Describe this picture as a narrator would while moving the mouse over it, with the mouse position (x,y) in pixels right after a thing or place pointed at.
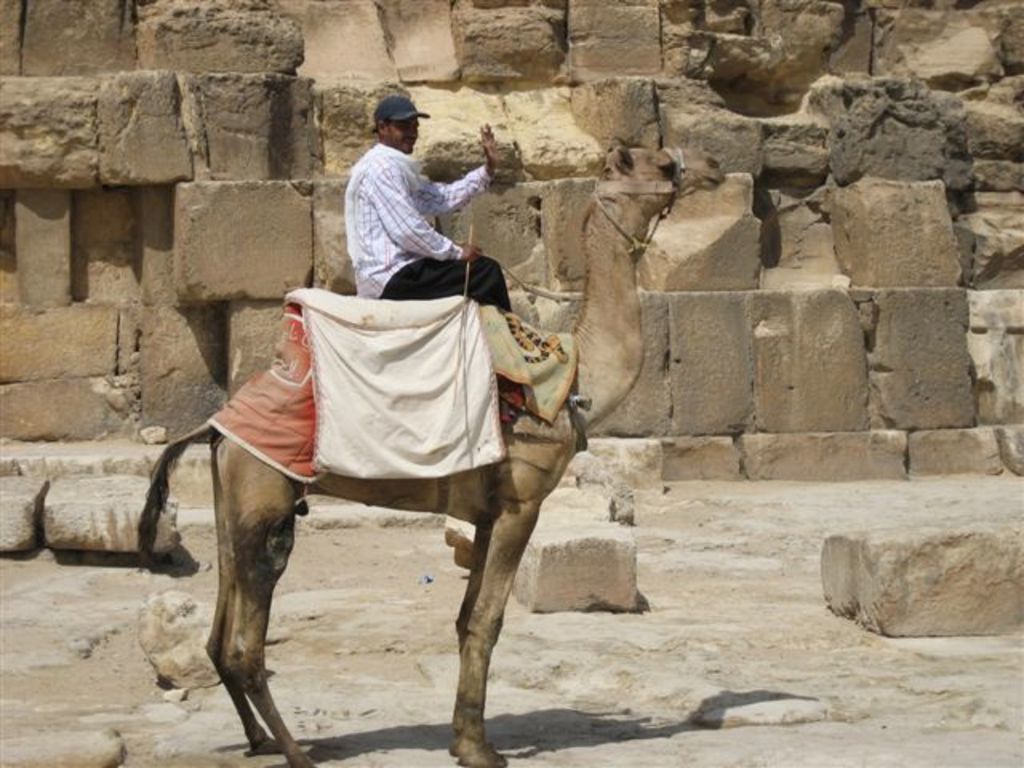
There is a person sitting on a camel (485,497) in the foreground of the image (536,353) and there are stones (986,547) and a stone wall (688,204) in the background area (546,252).
